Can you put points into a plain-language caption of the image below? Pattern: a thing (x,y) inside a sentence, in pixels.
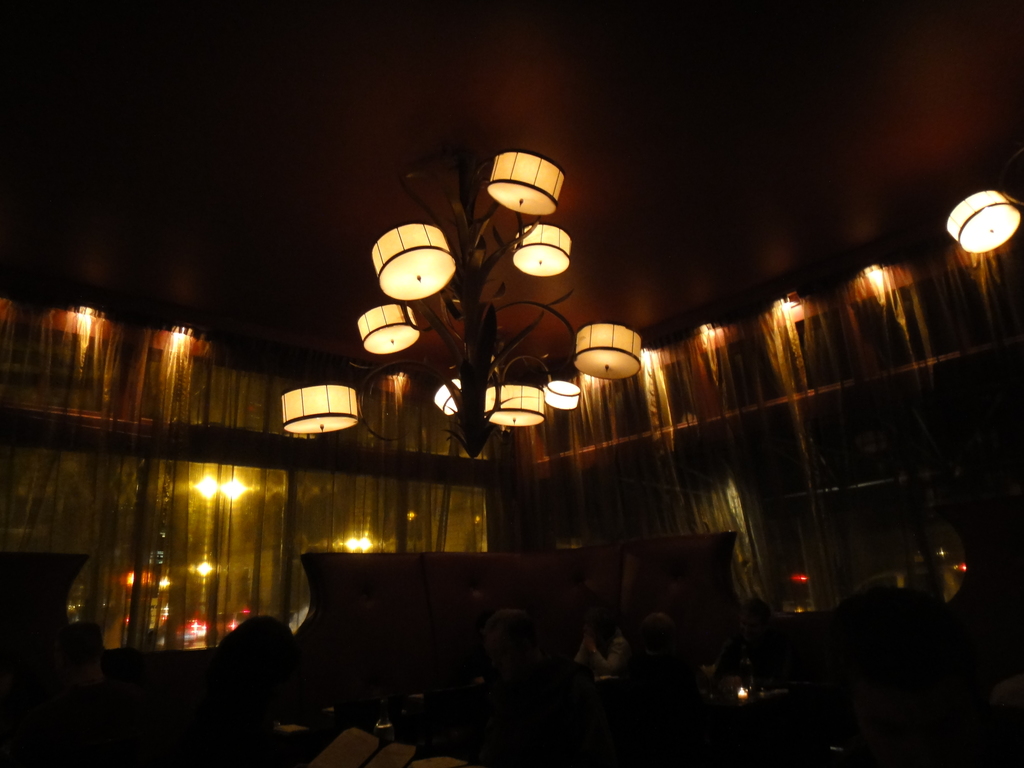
In this picture we can see lights (461,228), curtains (822,382). Bottom portion of the picture (687,662) is completely dark. At the top (612,176) we can see the ceiling (737,163).
